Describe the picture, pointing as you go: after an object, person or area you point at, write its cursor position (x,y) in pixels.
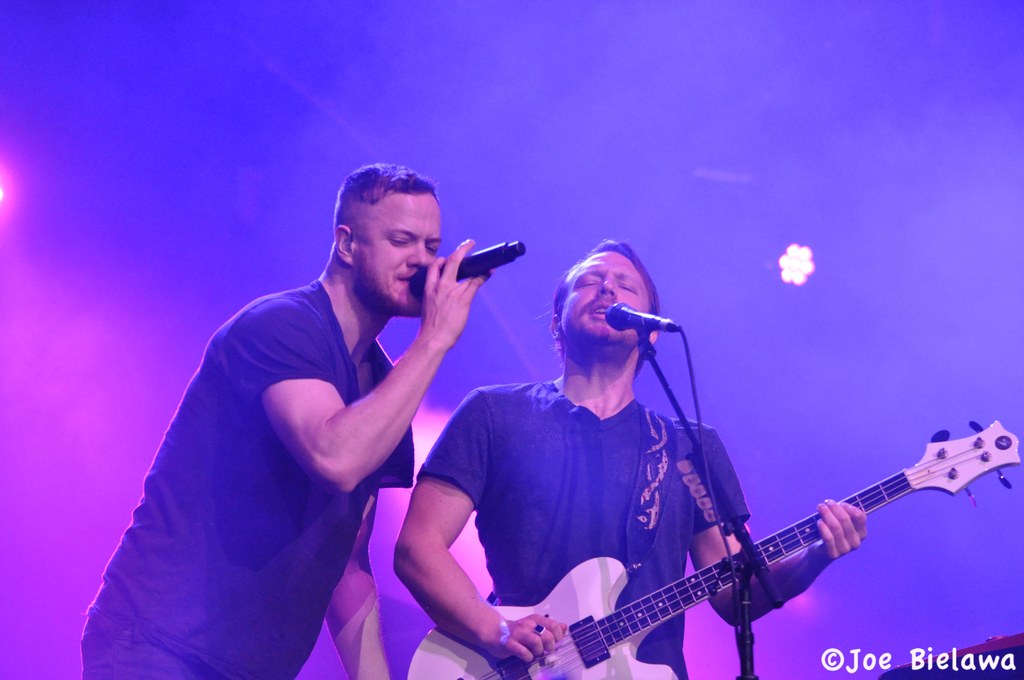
In the picture there are two people (709,446), left side of the picture (224,495) one person (250,400) is wearing a black t-shirt (319,357) and holding a microphone (477,265) and the center of the picture (552,433) another person (622,525) is wearing black t-shirt (586,523) and wearing a guitar (717,572) and playing it and singing in the microphone (617,324) and the background (94,357) is covered with a smoke (135,336) and lights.
